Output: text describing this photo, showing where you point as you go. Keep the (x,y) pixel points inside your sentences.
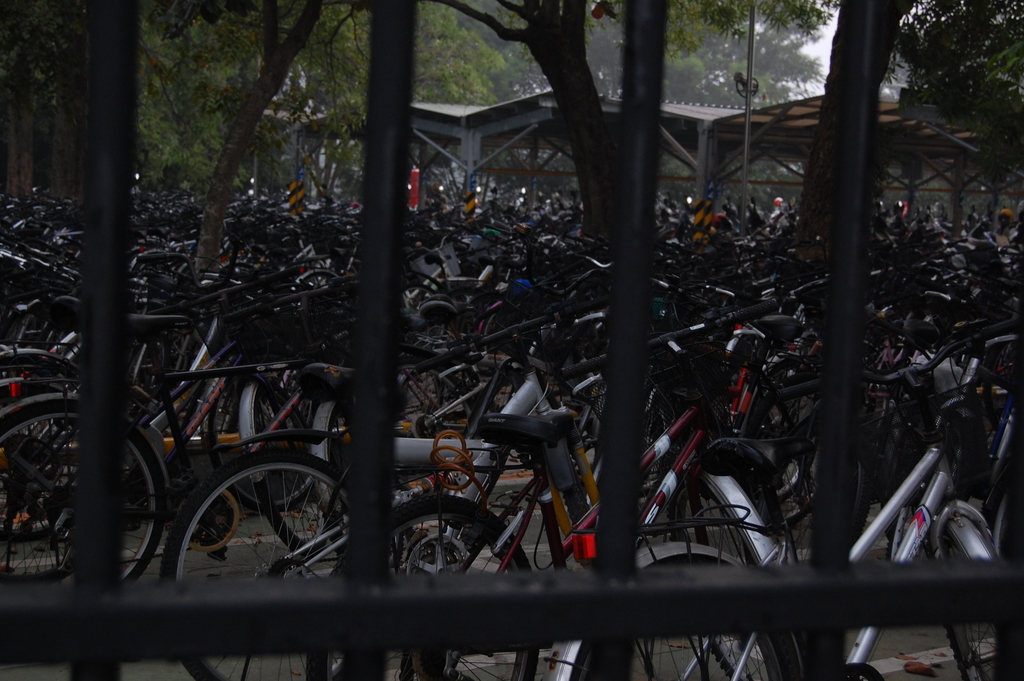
In this image, there are some cycles (874,290) beside trees (227,175). There is a shed (532,117) at the top of the image (530,118).
